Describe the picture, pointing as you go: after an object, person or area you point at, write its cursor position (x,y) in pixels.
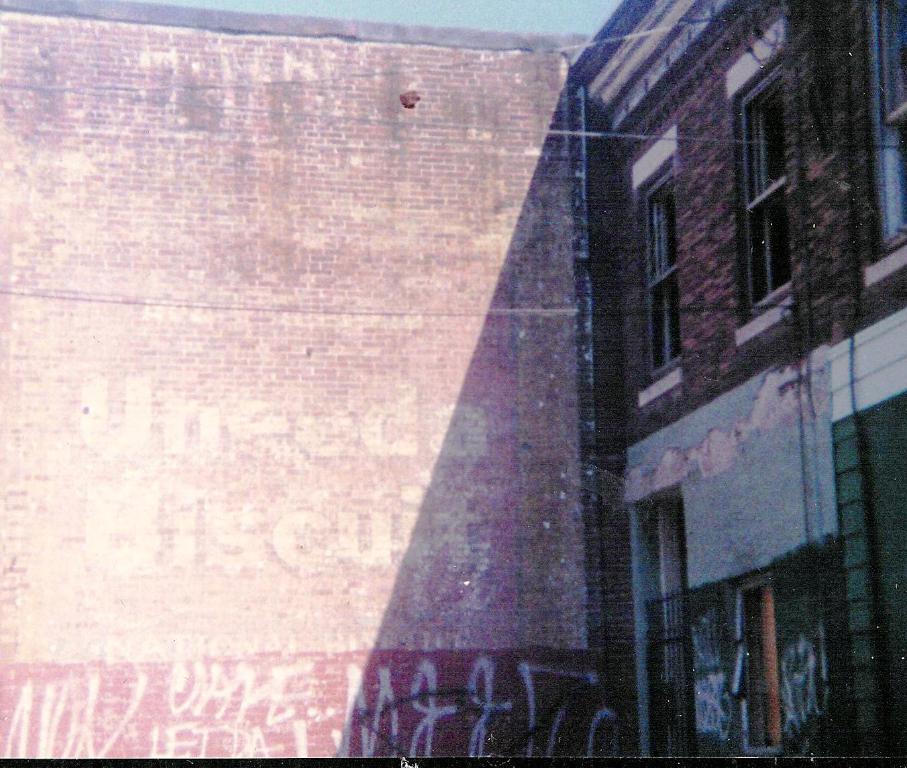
In this picture we can see some text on a brick wall (134,189). There is a building (896,201) and a few windows (906,238) on it.
